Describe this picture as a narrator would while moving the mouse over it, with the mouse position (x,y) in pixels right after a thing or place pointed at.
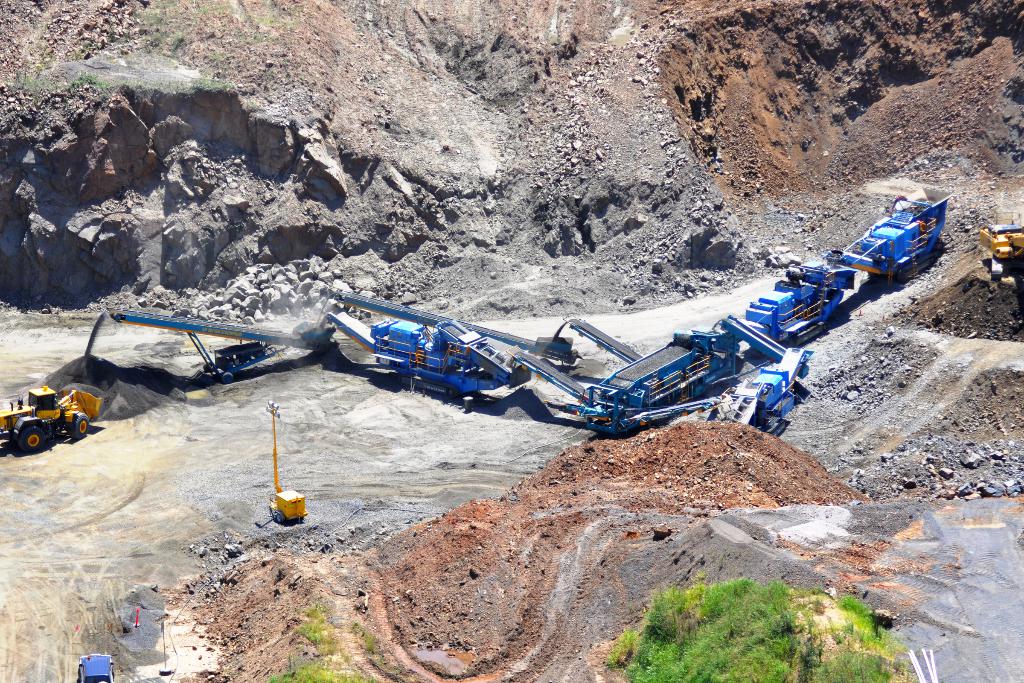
This image is taken outdoors. In the background (554,85) there is a hill (586,110). There are a few rocks (254,160). There are many stones (581,181) on the ground (474,437). In the middle of the image (419,373) there are many cranes (227,360) and a few vehicles (97,402) on the ground (591,519). At the bottom of the image (659,638) there is a ground (659,638) with grass (790,663) on it and there are a few plants (757,638).
